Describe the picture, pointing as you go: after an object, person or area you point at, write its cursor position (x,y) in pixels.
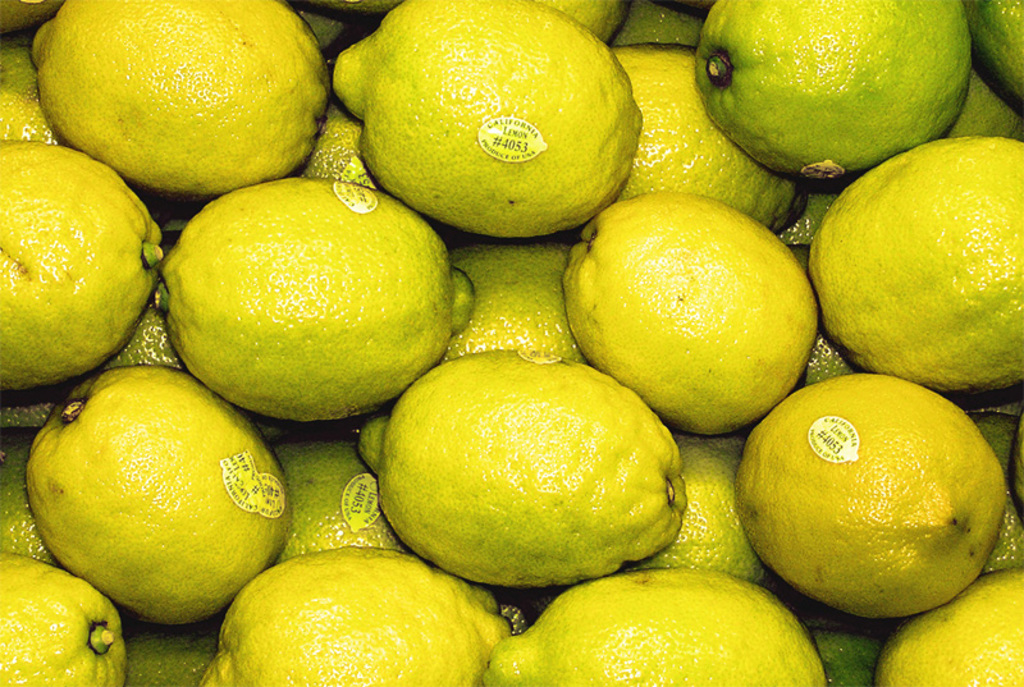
In this image, we can see lemons (687,317) with stickers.
